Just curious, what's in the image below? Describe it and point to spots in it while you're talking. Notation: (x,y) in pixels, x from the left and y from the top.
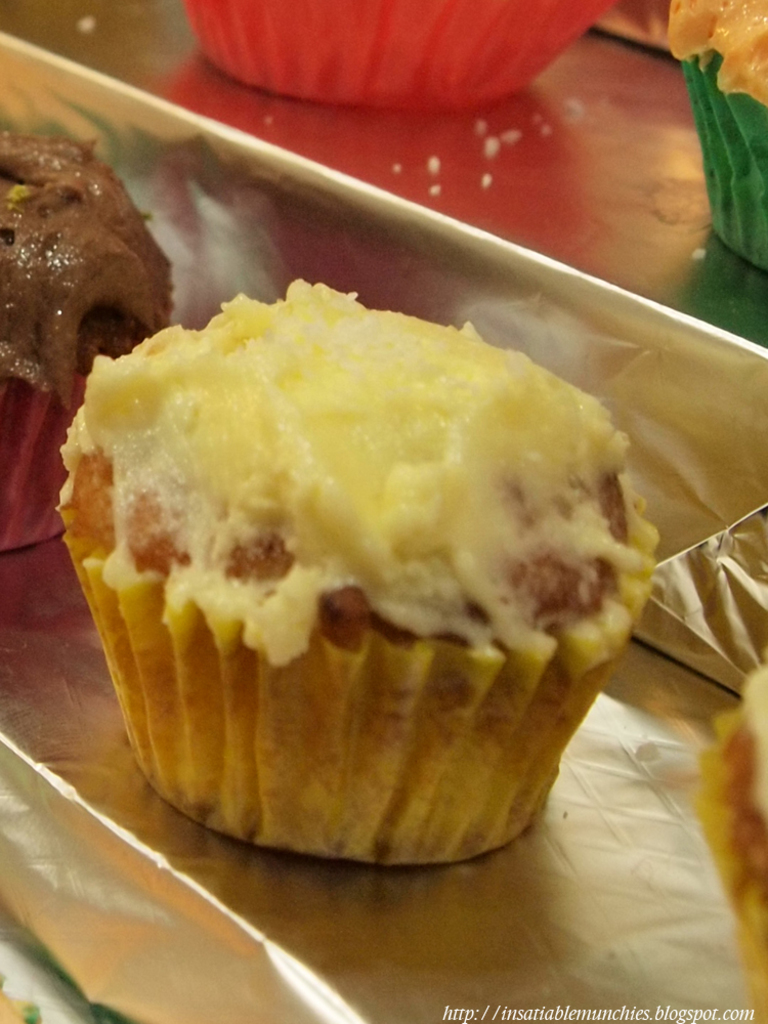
In this image I can see muffins (2,404).
